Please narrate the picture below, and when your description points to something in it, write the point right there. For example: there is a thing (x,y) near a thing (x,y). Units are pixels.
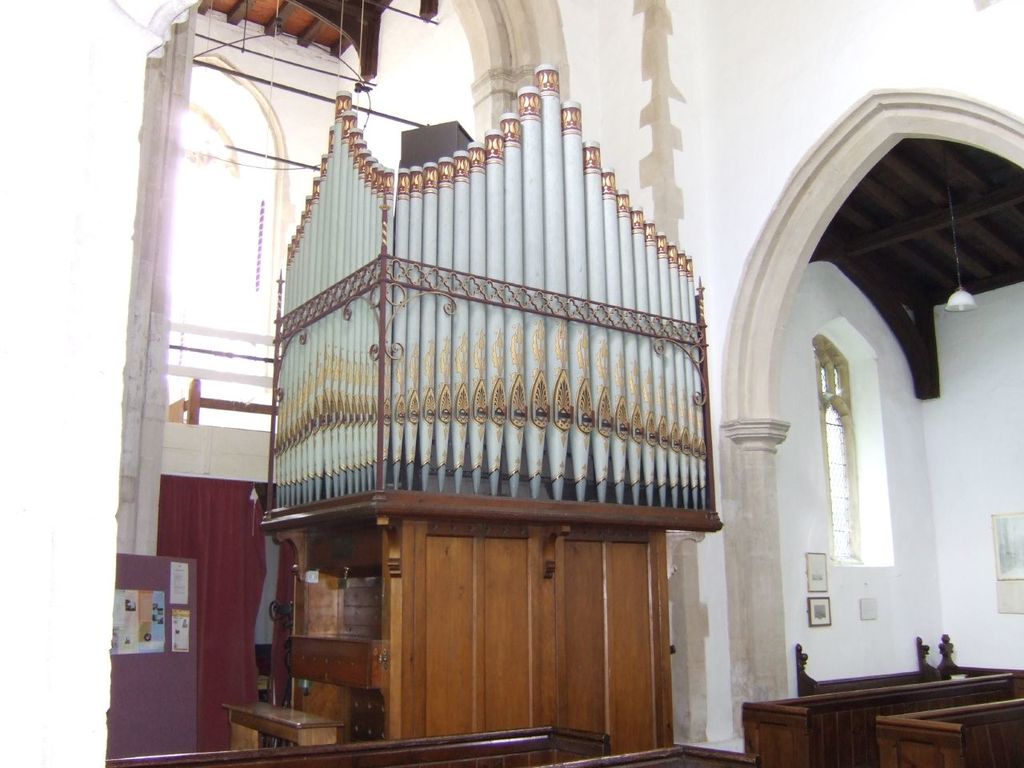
In this image we can see inside of a building (787,290). In the middle (567,323) we can see a pipe organ (436,546). On the right side (806,453), we can see a wall (914,479), window (849,507), roof (914,212) and arch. At the top (199,195) we can see a roof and a window (226,184). On the left side (212,593) we can see a curtain (247,682).
